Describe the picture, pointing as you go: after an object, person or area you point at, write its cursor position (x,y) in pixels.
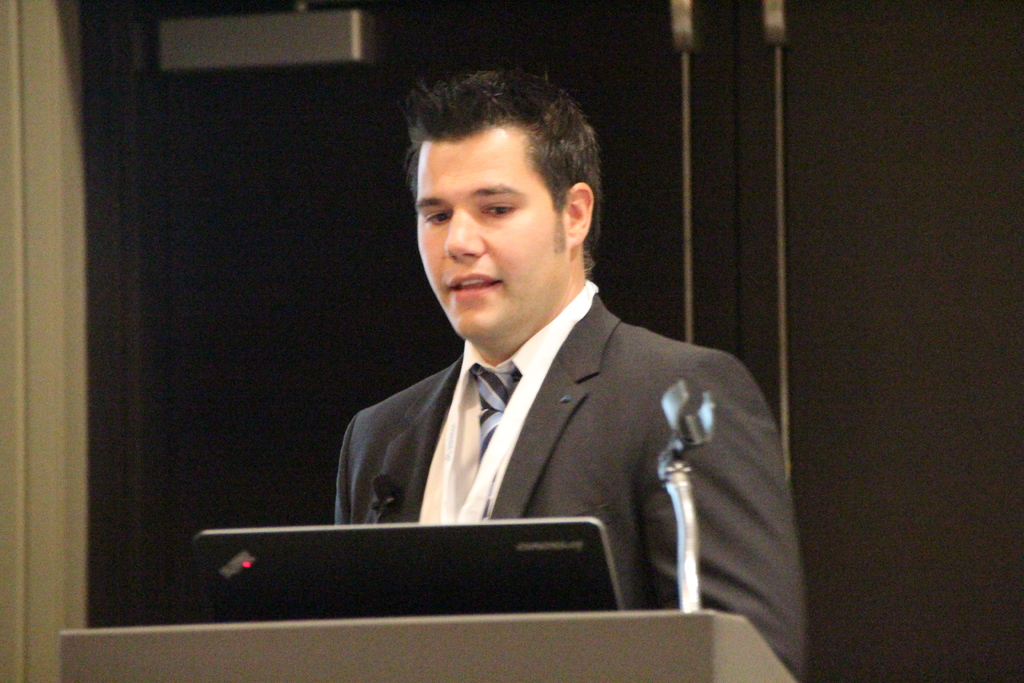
In this image we can see a person (634,452) standing in front of the podium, on the podium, we can see a laptop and mic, the background (860,9) looks like the wall (654,165).
